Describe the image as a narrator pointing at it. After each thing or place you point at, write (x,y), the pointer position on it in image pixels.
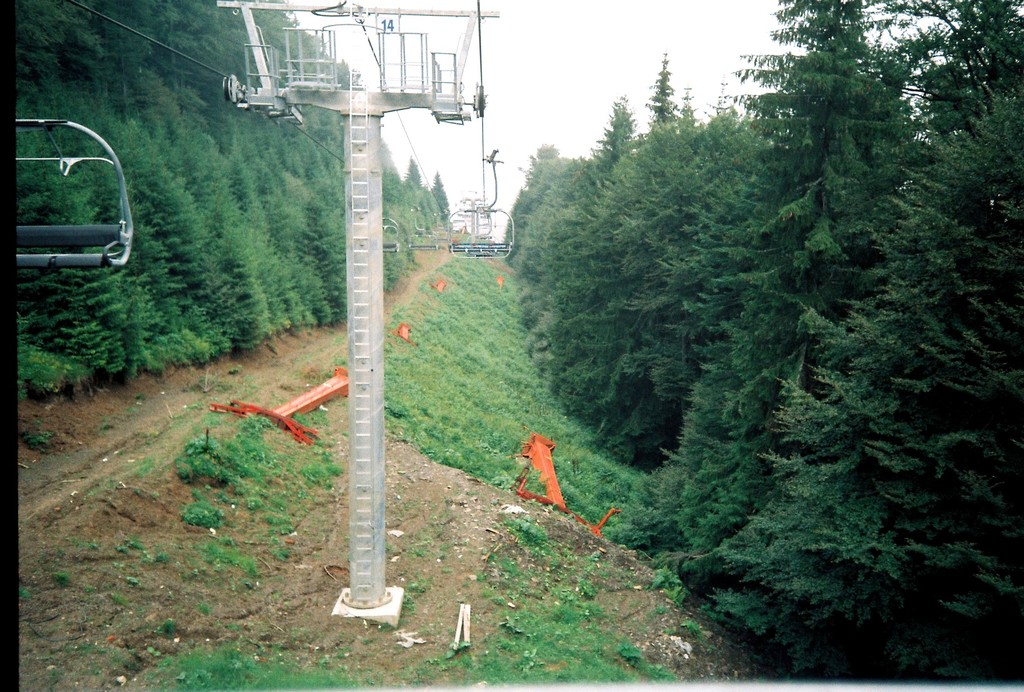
This is an outside view. In the middle of the image (376,331) there are few pillars (355,224) and cable cars (32,232). On the right (914,414) and left side of the image (159,233) there are many trees (202,347). At the bottom (249,584), I can see the grass (497,633) on the ground (485,496). At the top of the image (604,68) I can see the sky (613,60).
